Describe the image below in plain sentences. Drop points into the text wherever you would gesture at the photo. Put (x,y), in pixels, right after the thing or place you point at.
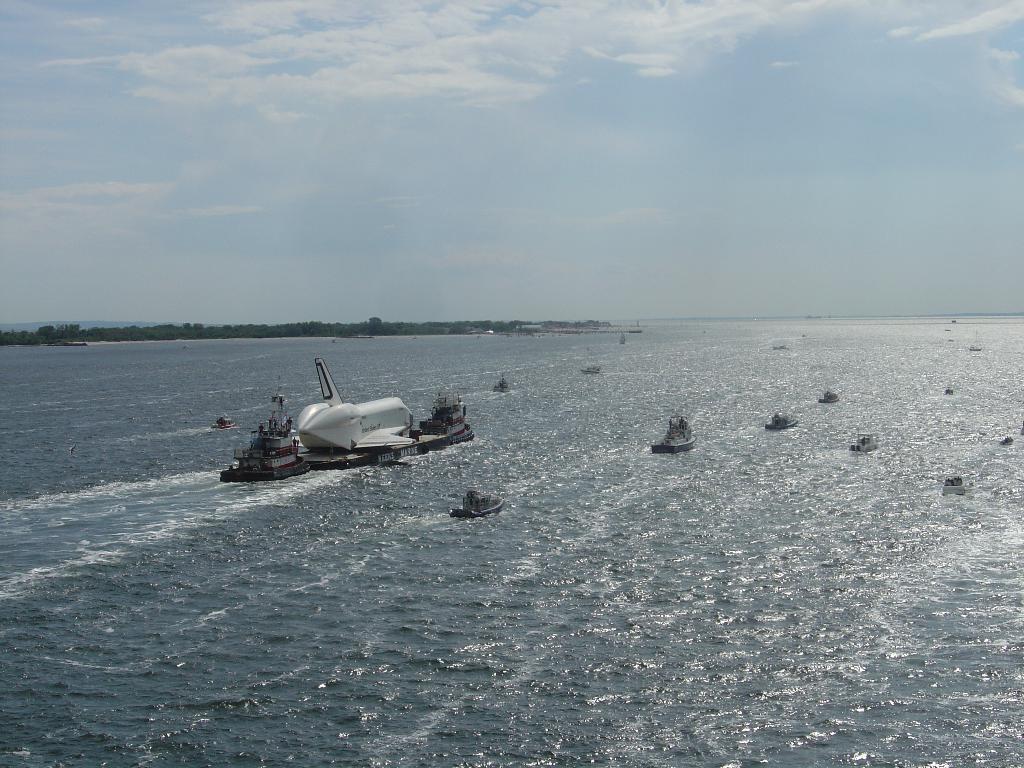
Here we can see ships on the water (555,440). Background (52,314) we can see trees (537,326) and sky (455,229) with clouds (684,8).
